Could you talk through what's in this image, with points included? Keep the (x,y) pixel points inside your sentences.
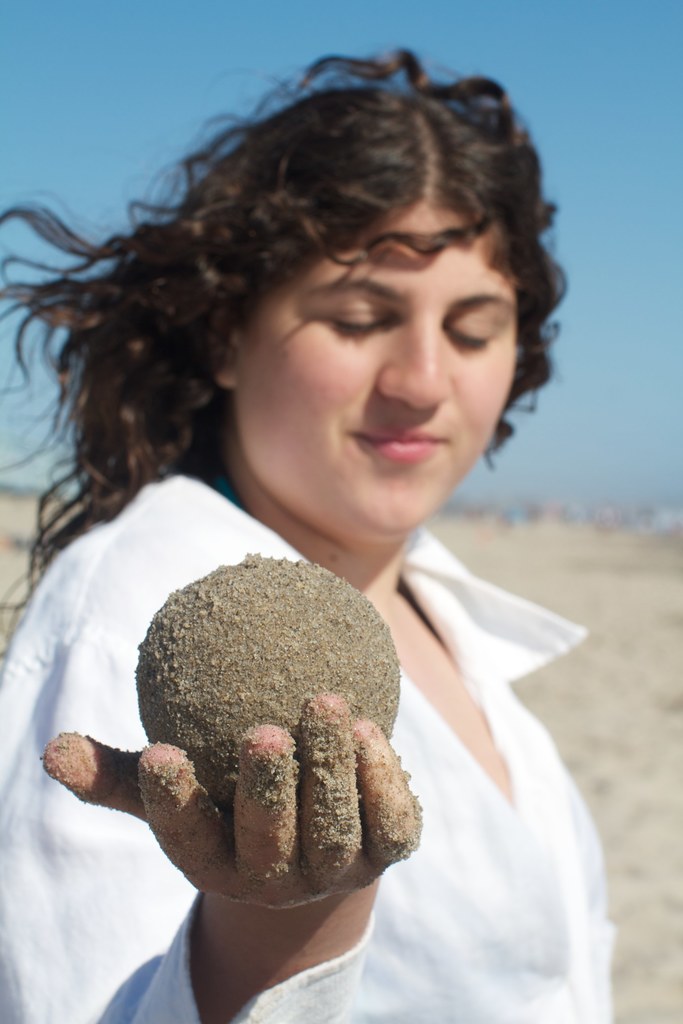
In this picture I can observe a woman (199,1002) holding a sand ball (236,741) in her hand (254,834). She is wearing white color dress (486,925). In the background (42,81) I can observe sky (42,81).
